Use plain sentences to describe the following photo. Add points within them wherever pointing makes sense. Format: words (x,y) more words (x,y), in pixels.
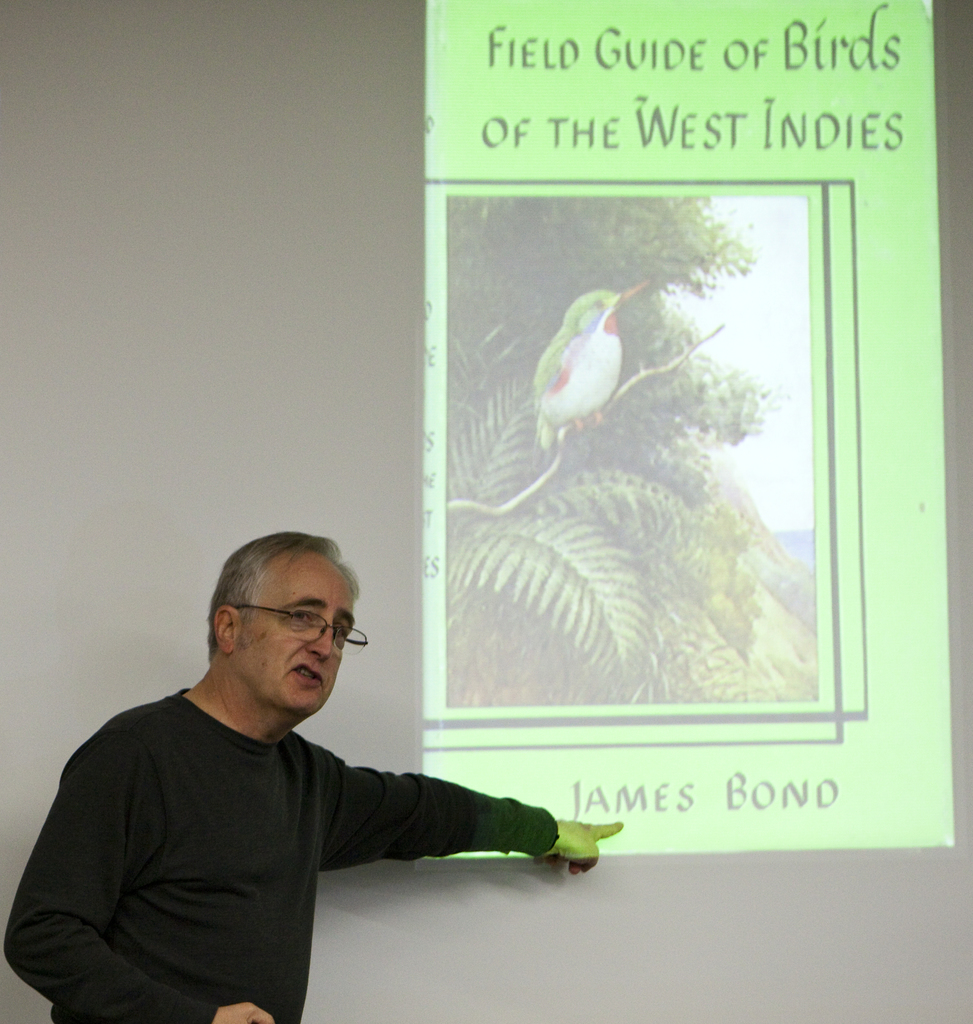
In this image we can see a person (202,720) standing and wearing spectacles (308,628), on the wall (649,889) we can see a screen (826,182) with some images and text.
